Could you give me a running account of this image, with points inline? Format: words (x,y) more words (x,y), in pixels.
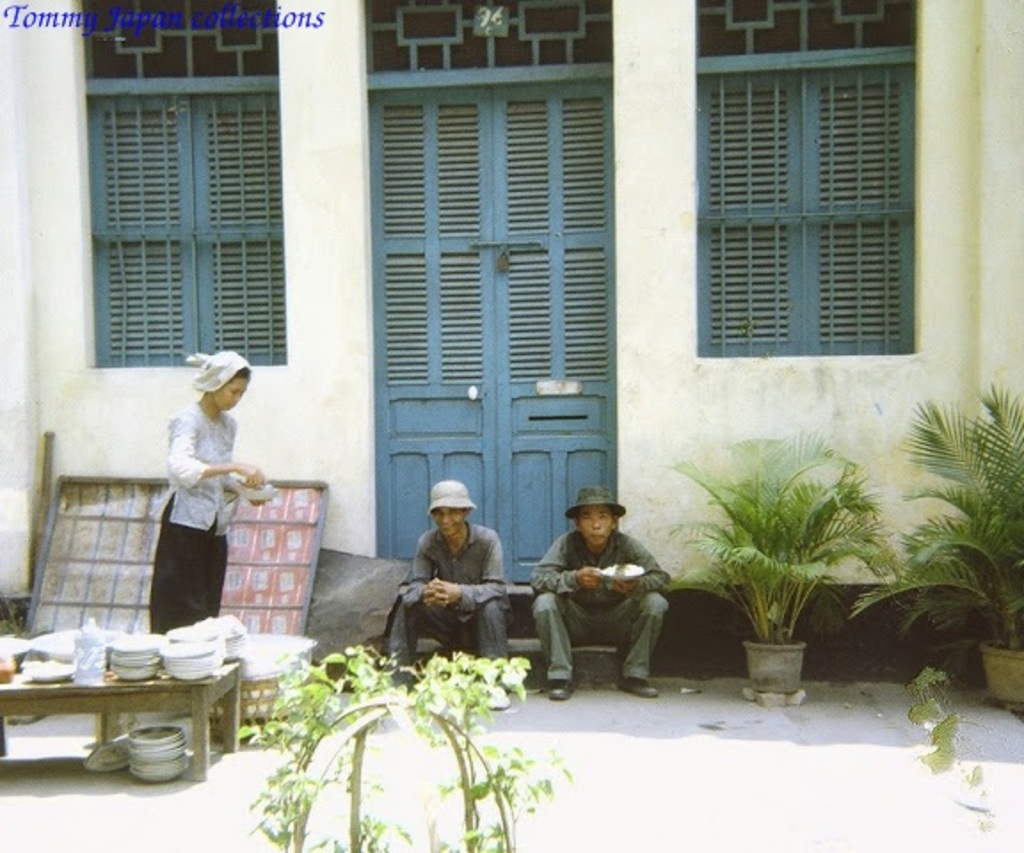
Here in this picture we can see a couple of people (485,598) sitting on steps (510,645) over there and both of them are wearing hats (452,503) on them and behind them we can see a door (523,246) present and we can see a couple of windows (282,260) present on the wall (897,377) over there and beside them we can see a woman (203,435) standing with a bowl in her hand (248,482) and in front of her we can see a table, on which we can see all plates (167,663) and bowls (145,740) present all over there and we can also see plants (771,645) on the ground (420,835) over there.
